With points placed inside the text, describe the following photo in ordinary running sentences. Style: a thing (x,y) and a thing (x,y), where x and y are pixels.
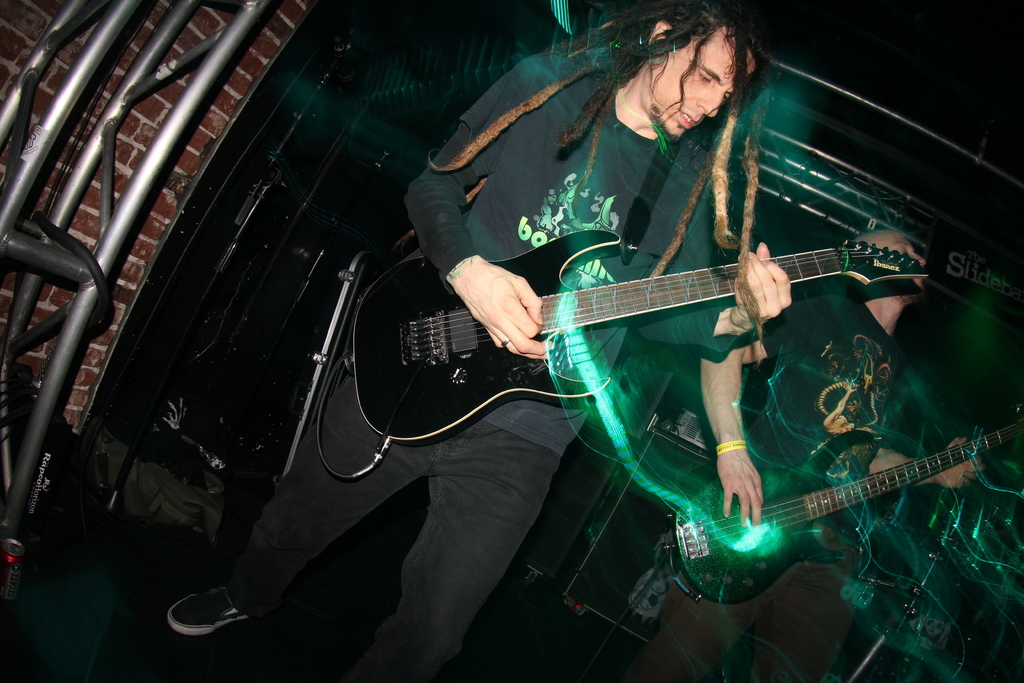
In the center of the image (666,238) we can see two mans (818,369) are standing and playing guitars (903,468). In the background of the image (203,44) we can see the wall (92,198), rods (44,232), bags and some musical instruments (997,526). At the bottom of the image (161,663) we can see the floor (176,659).
